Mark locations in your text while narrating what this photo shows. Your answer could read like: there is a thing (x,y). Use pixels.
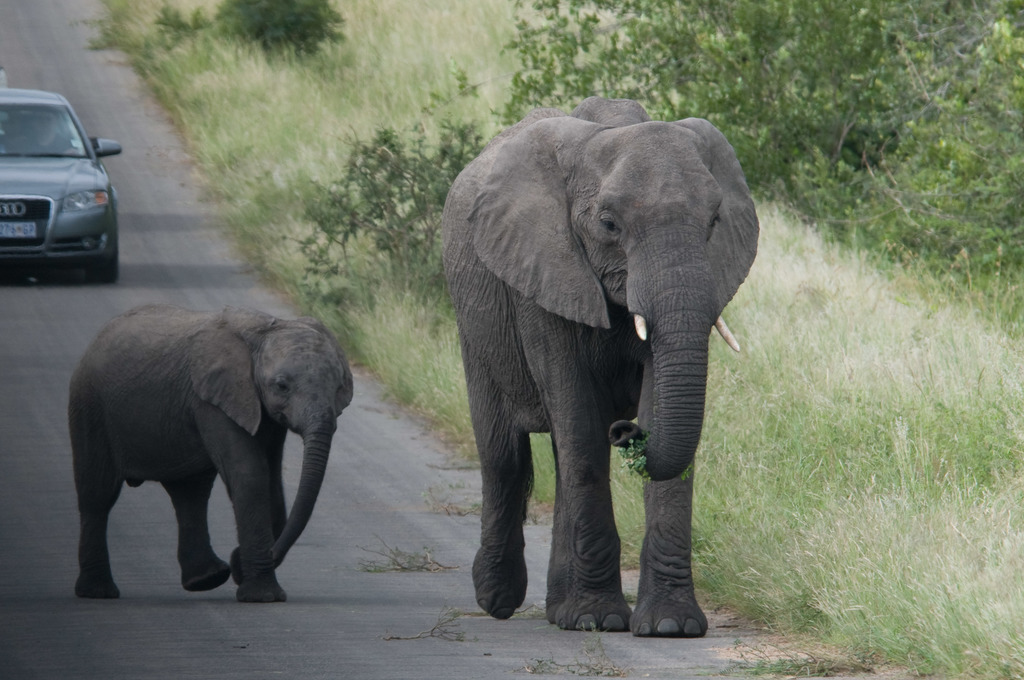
This is an elephant (556,549) and a baby elephant (160,476) are walking on the road (408,642). Here is a grass (901,440). These are the trees (436,193) and plants (379,154). I can see a car (86,196) on the road (59,287).
